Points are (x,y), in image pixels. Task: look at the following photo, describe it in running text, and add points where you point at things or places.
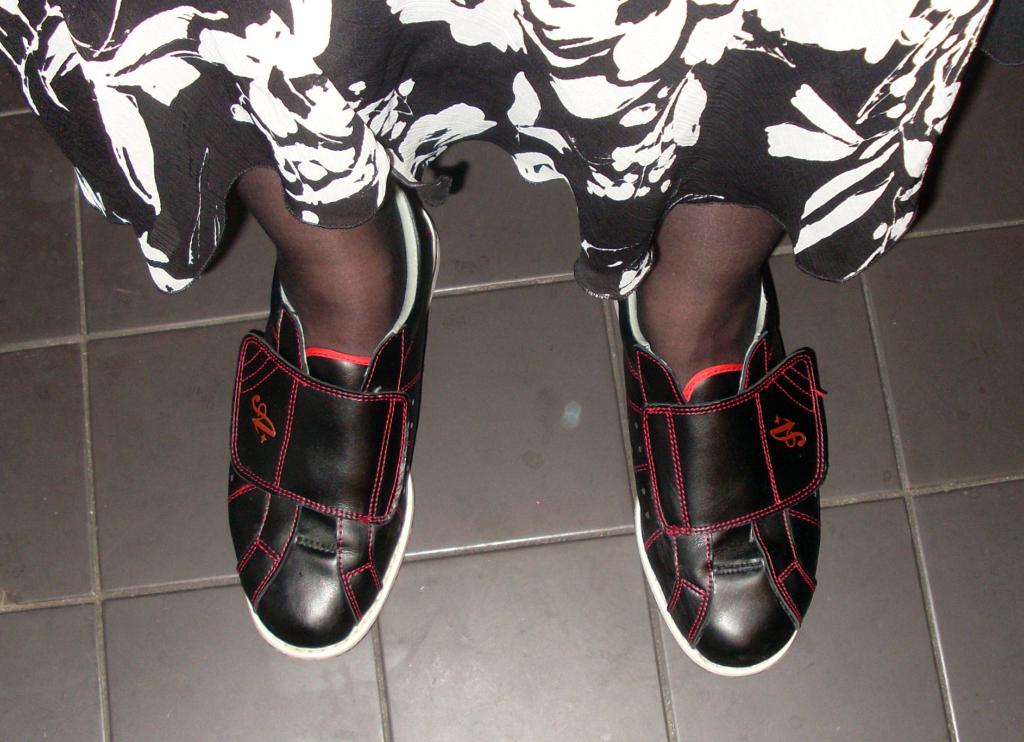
In this image we can see a person's legs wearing shoes (294,368). In the background (865,369) there is floor (461,474).
